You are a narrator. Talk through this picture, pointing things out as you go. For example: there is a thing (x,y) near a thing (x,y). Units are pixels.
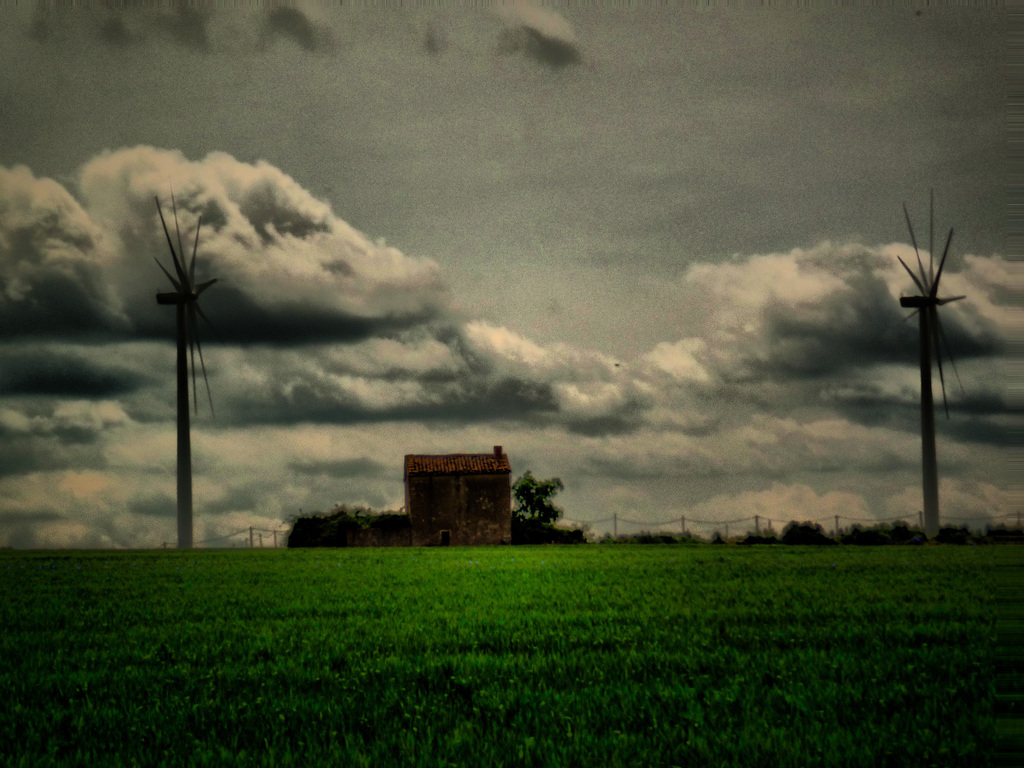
In this picture we can see a beautiful view of the grass field (364,619). Behind there is a brown color small shed house (477,456). On both the side there is a dark color windmill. On the top (611,112) there is a sky (611,112) and white clouds (274,400).
